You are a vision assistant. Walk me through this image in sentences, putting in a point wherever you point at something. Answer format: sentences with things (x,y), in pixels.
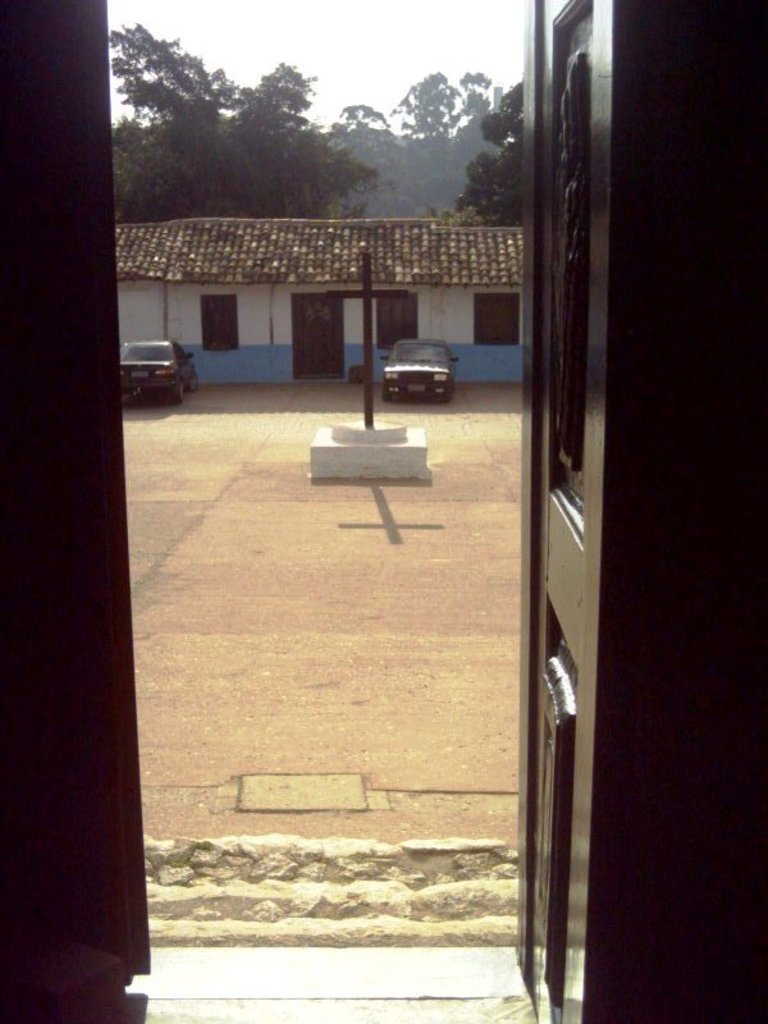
In this image we can see the door (602,587). Image also consists of a house (318,235), cars (415,355) and a cross memorial (364,345) on the ground (343,402). In the background (329,214) we can see the trees (374,160). Sky (408,63) is also visible.
